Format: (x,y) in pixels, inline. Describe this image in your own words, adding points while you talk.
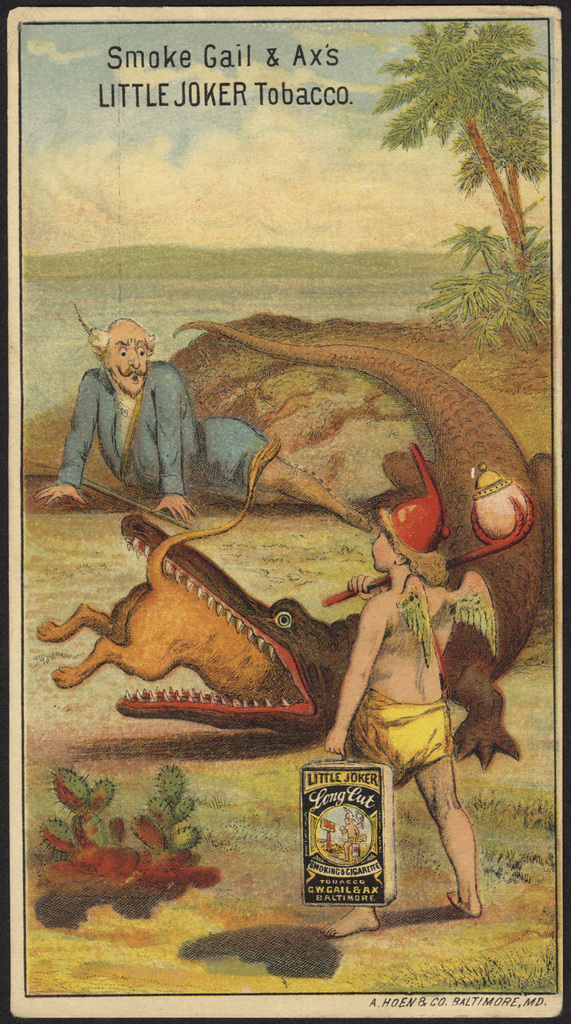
In this image we can see a crocodile (351,647), a man (158,404) and a kid (414,568) and there is a sky (256,171) at the top of this image (266,185). We can see trees (506,268) on the right side of this image (528,313).
